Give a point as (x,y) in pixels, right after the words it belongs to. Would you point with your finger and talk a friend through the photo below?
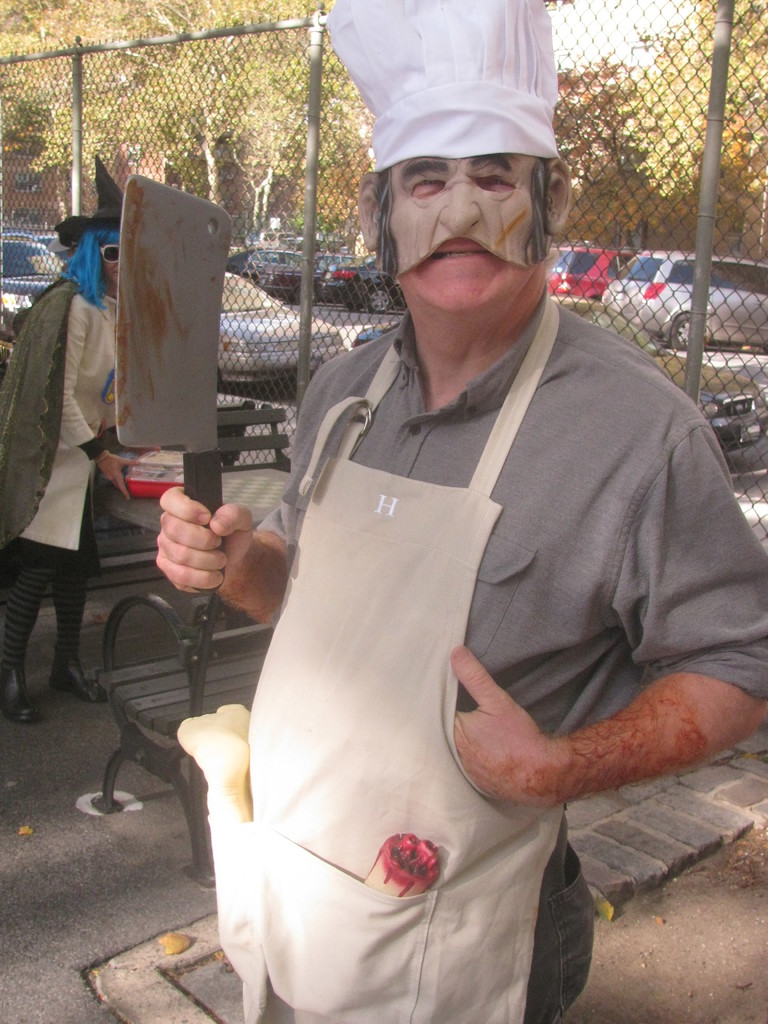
In the foreground (119,479), I can see two persons (583,538) are in costumes (320,680) and are holding some objects (133,333) in their hand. In the background (257,211), I can see a fence (707,253), fleets of vehicles (746,436) on the road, trees (622,142) and the sky (662,24). This picture might be taken in a day.
